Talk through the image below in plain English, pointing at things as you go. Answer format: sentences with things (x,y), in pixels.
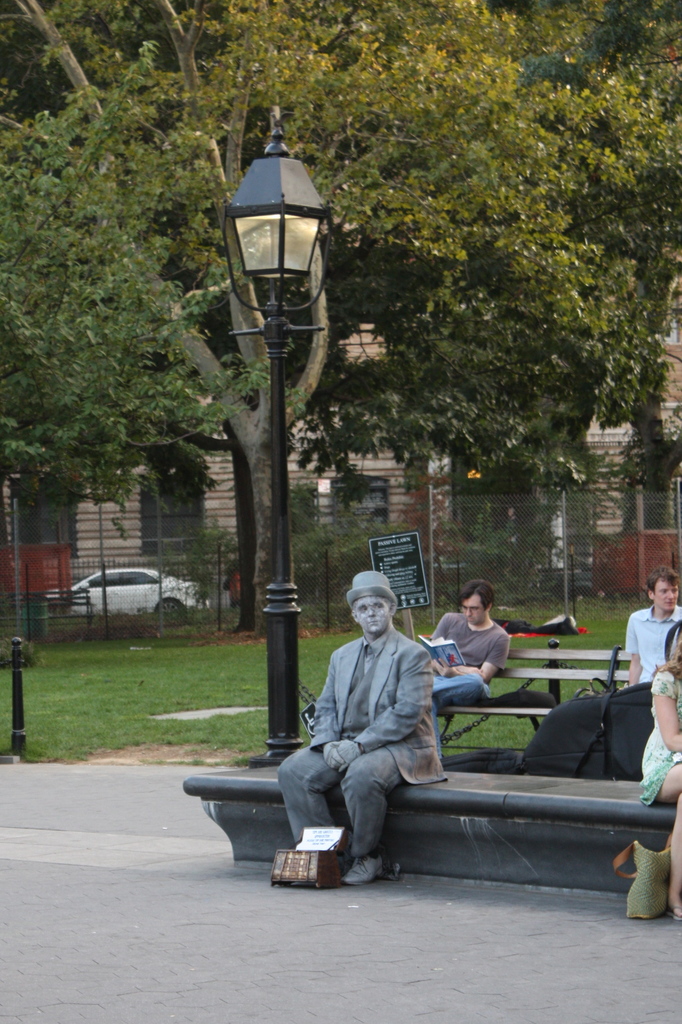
There are three people (646,622) sitting on the bench (606,854). This looks like a sculpture (373,715) sitting on the bench (581,806). This is the handbag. This is the street light (297,229). At background (181,590) I can see a white car (125,584). This is a tree (469,199). I can see a wooden box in front of the man (355,799). This is a board (404,598). I can see building (386,469) at the background (160,511).
